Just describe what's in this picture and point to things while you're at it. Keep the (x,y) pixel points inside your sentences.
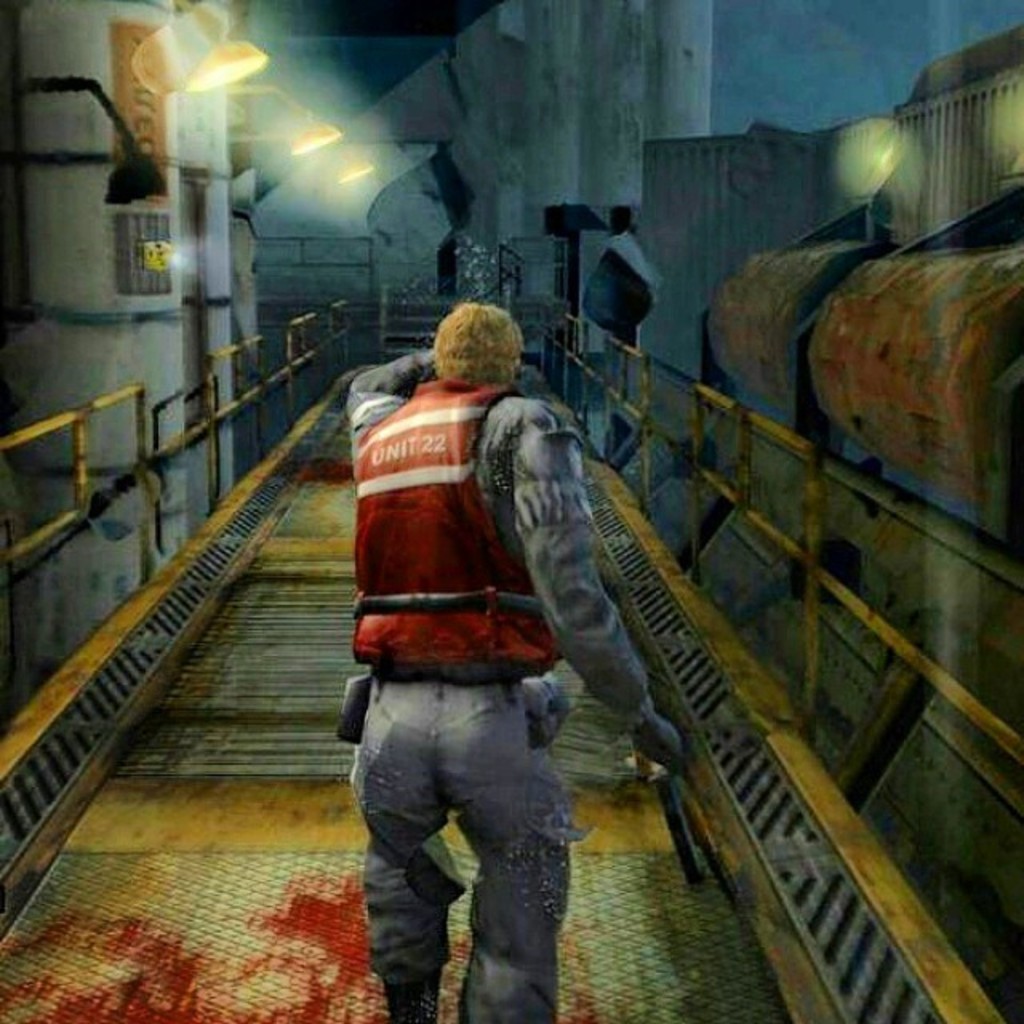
This is an animated image. A person (511,622) is walking. There are lights (359,170) and pillars (526,163).
